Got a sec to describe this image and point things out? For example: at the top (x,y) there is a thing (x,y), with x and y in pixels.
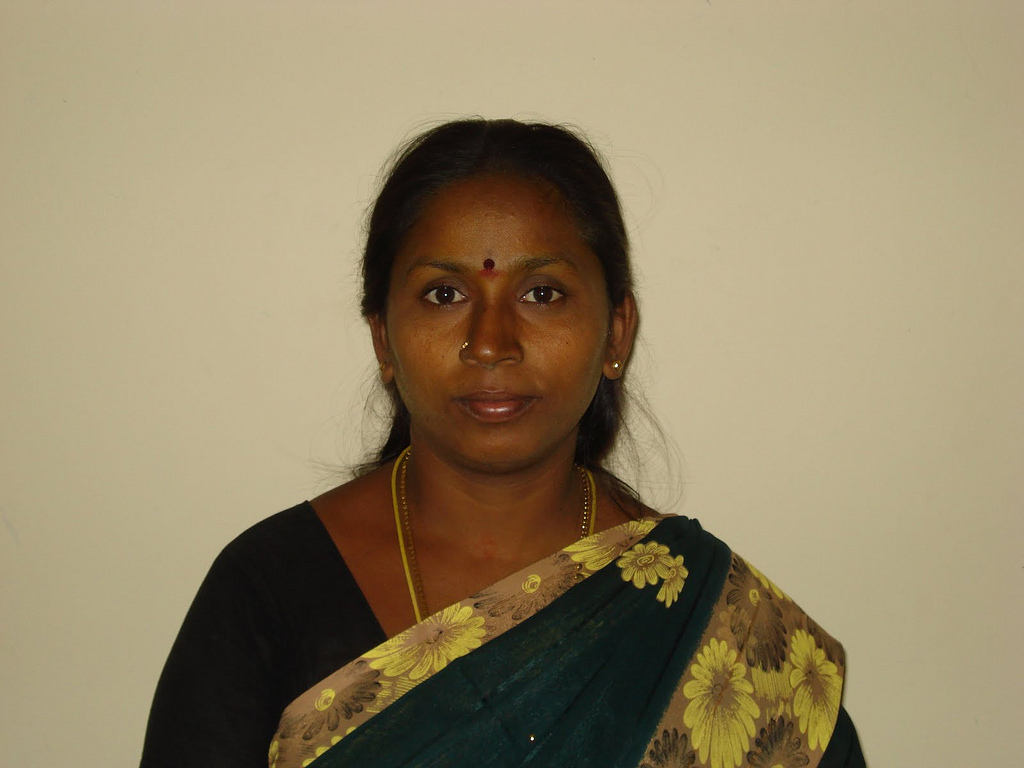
In the image there is a lady (499,649) standing. Around her neck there are chains (395,476) and also there is a nose ring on her nose (471,344). Behind her there is a wall (924,294).
